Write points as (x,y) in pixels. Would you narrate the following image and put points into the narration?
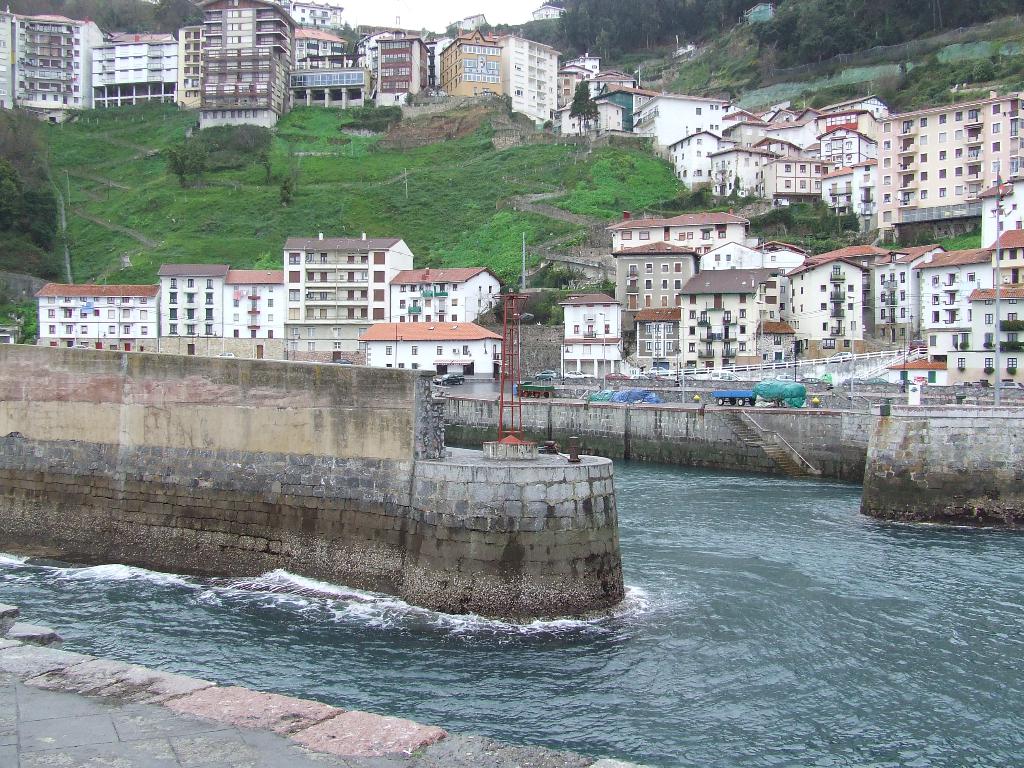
At the bottom of the picture (297,726), we see a pavement (226,722) and the water (661,674). This water (749,597) might be in the river (695,537). Beside that, we see a wall (798,427) and sheets (797,389) in blue and green color. There are trees (574,282), buildings (566,311) and grass (476,204) in the background (383,157). At the top (659,82), we see a hill (934,48).
